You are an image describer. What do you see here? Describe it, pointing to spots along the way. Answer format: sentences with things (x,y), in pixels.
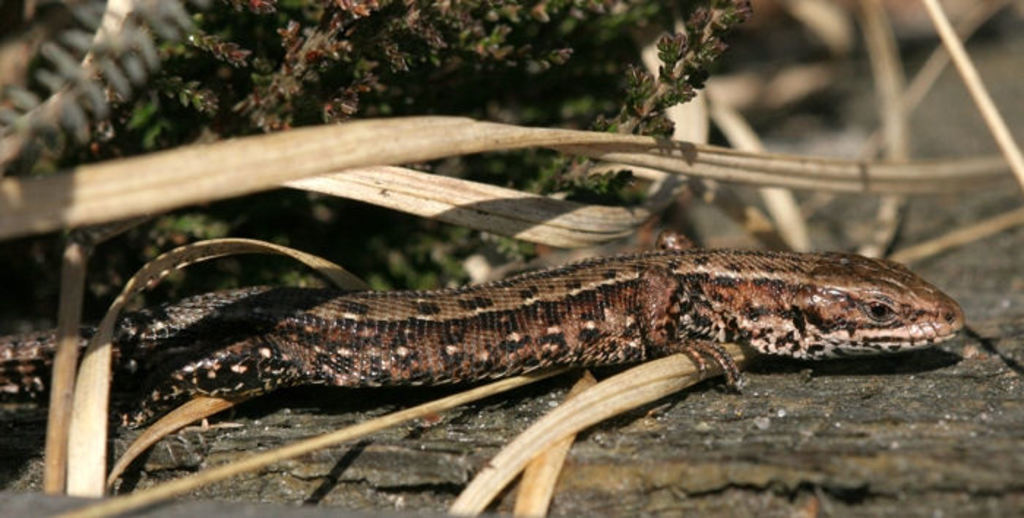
In this image I can see leaves (468,176) and in the centre of this image (674,326) I can see a brown colour lizard (21,352).
